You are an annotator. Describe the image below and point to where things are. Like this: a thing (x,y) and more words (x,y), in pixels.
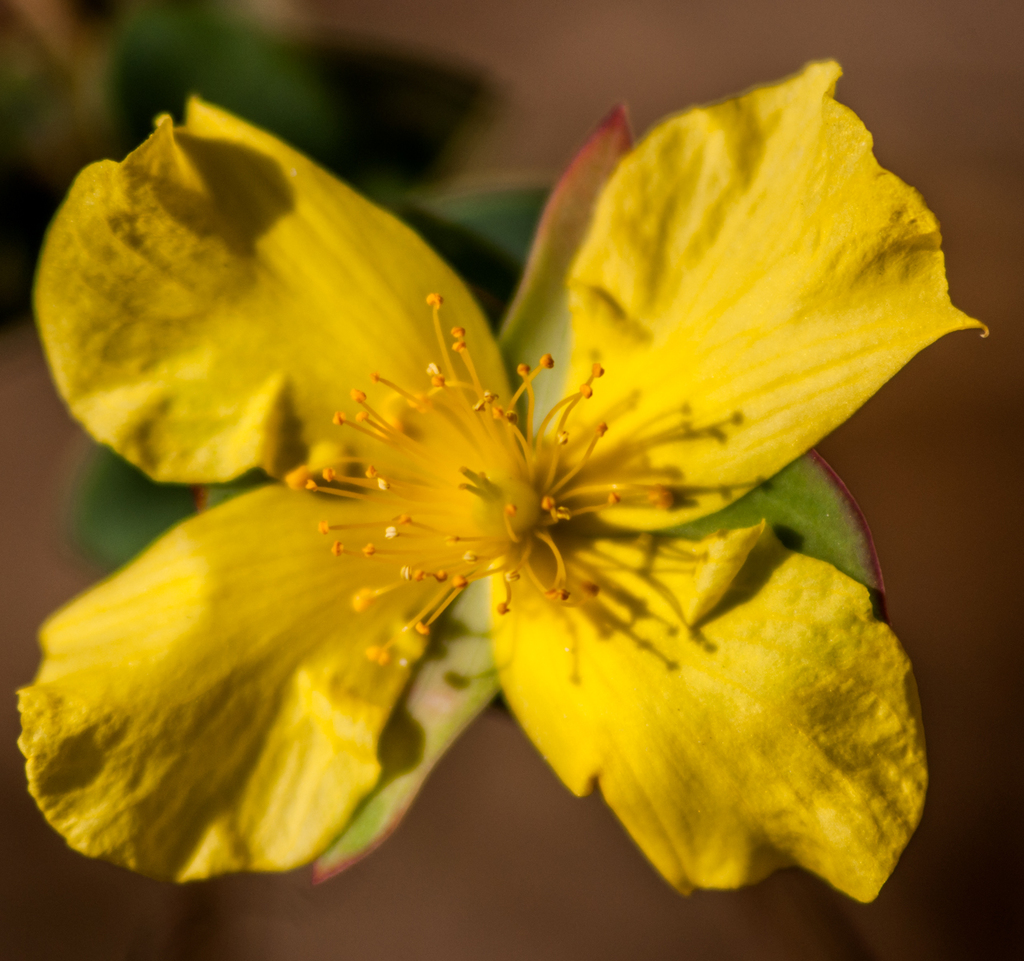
In this image I can see a yellow color flower (383,474) and few leaves (295,105). The background (932,496) is blurred.
